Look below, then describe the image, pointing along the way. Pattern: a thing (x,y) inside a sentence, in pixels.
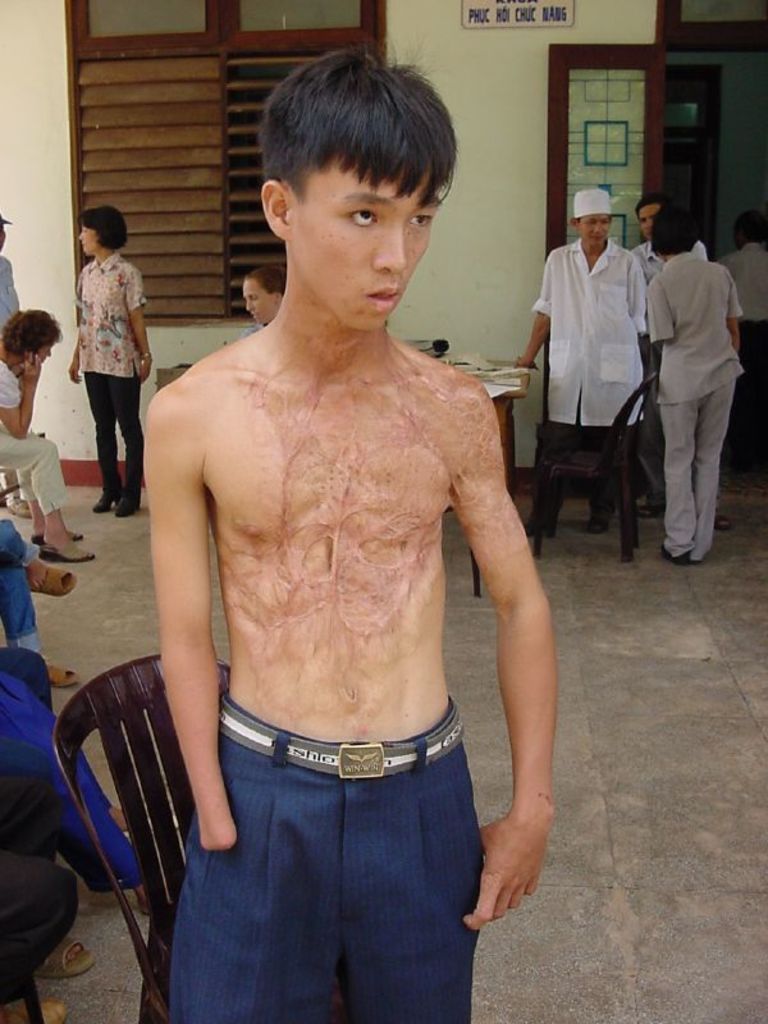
In the picture I can see people (403,526) among them some are standing on the floor (597,762) and some are sitting on chairs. In the background (201,302) I can see a wall (462,229), window (239,272), a table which has some objects (481,363) on it.
